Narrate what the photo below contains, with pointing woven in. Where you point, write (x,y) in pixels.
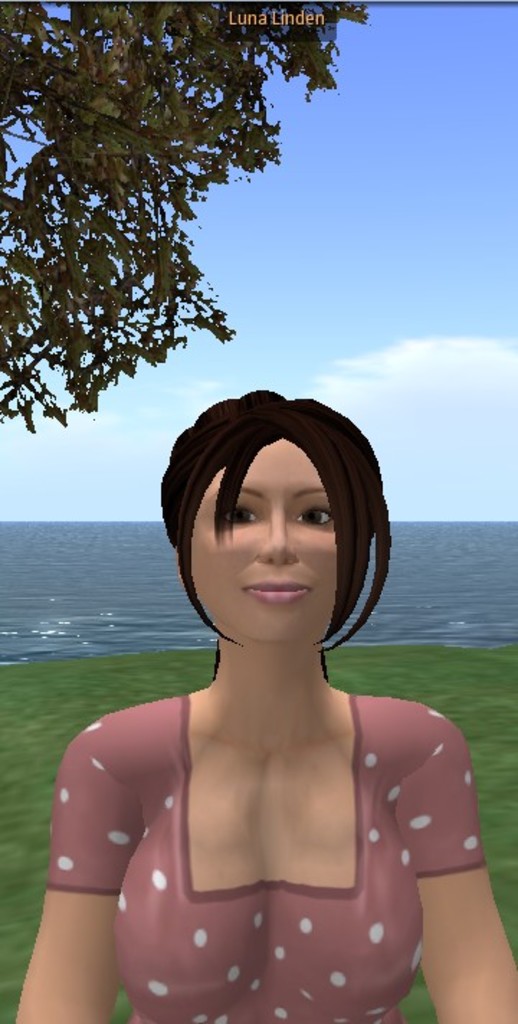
In this image we can see an animated image of a person (322,763). Behind the person (216,725) we can see grass (427,651) and water (393,584). At the top (302,229) we have the sky (252,331), leaves (219,24) and some text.
